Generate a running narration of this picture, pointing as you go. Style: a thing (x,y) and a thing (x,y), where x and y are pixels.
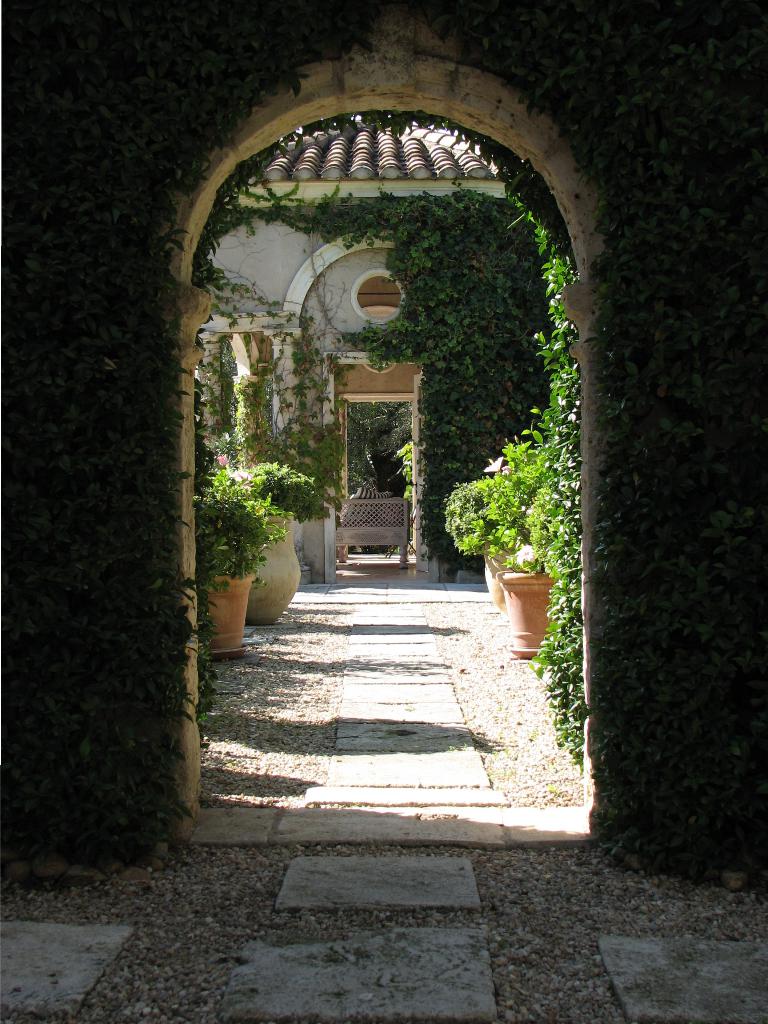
In this image we can see an arch (214,164). The arch (648,329) is covered with plants (82,120). Behind the arch (59,473) we can see a house (438,352), bench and few houseplants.
